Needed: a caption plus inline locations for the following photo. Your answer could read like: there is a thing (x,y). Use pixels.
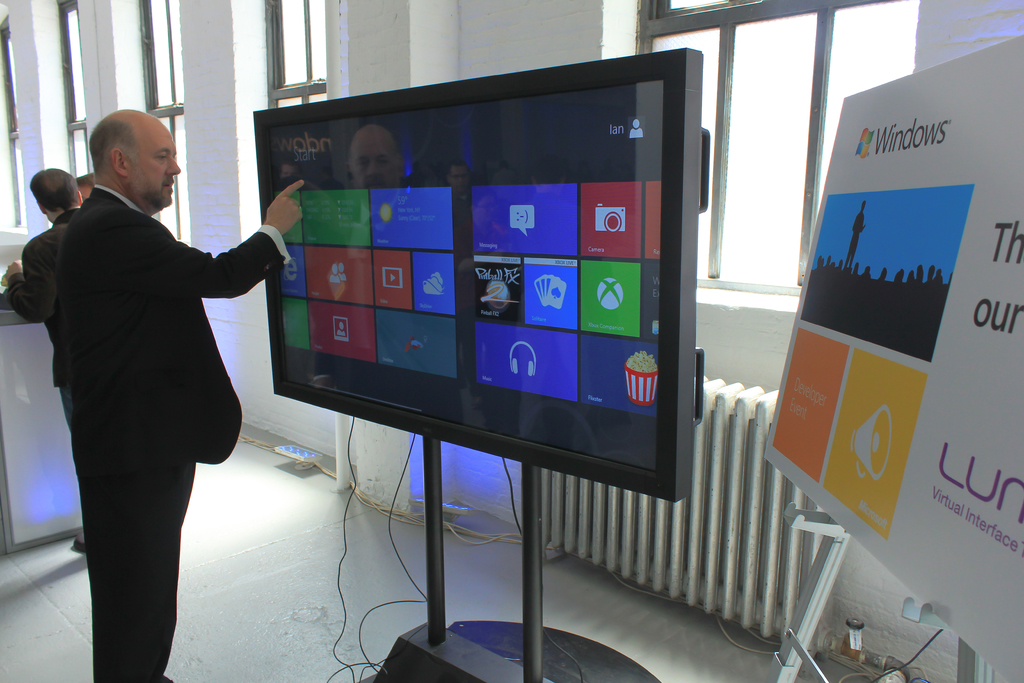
In this image we can see people (105,394) standing. There is a TV screen (438,376). To the right side of the image (913,256) there is a board (852,323) with some text (896,135). In the background of the image (187,19) there is wall (110,8). There are windows (167,121). At the bottom of the image (249,629) there is floor (72,621).
